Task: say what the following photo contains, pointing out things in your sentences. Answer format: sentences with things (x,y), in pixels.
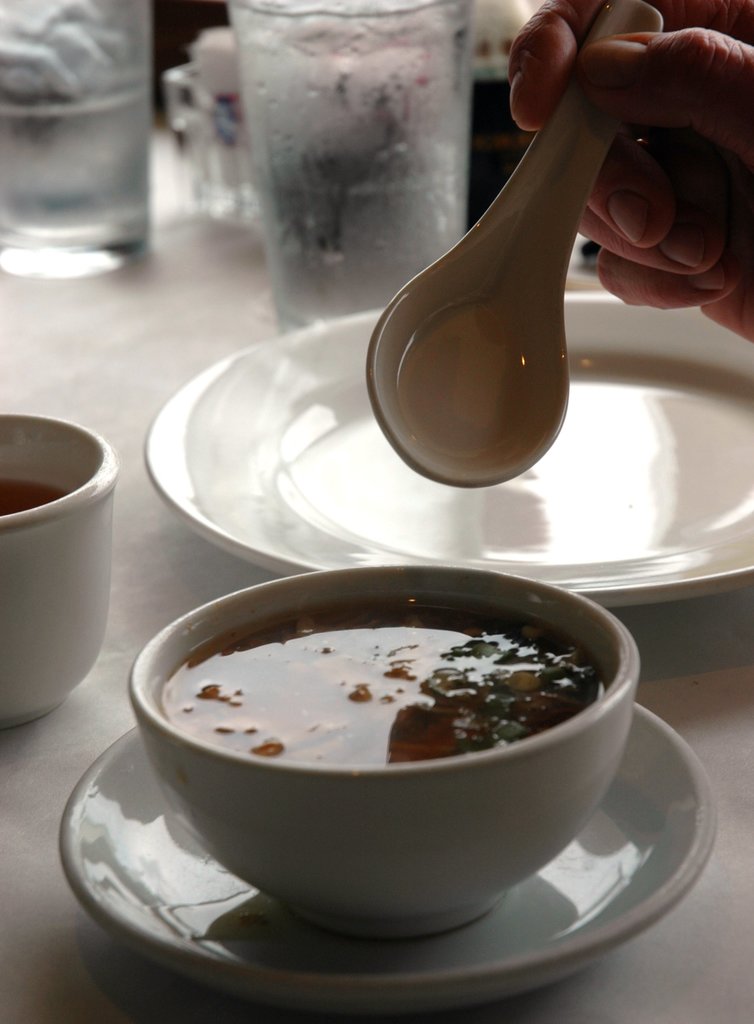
Here we can see a bowl (345,900) of soup (474,715) placed on a table (638,615) and here we can see a hand (658,50) holding a spoon (560,178) and behind that there is a glass (242,29) of water (329,39).
